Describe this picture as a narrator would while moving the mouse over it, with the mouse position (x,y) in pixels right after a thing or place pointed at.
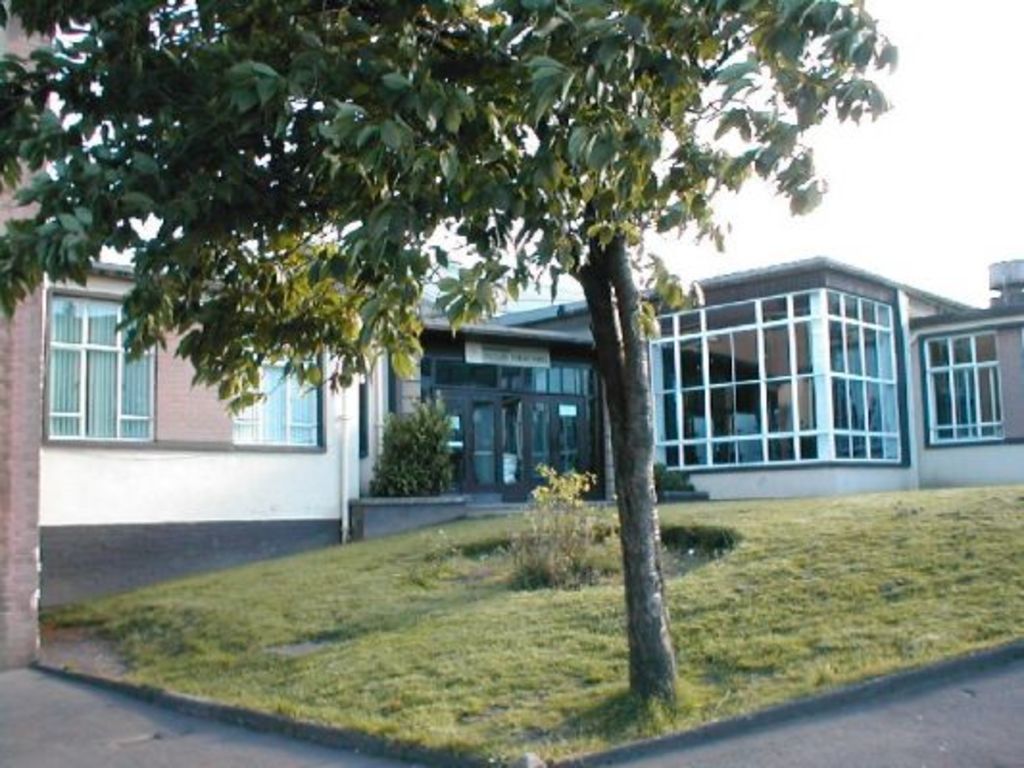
In this image in the foreground (550,126) there is one tree (476,190), and at the bottom (426,579) there is grass (686,642) and pavement (818,733). And in the background (852,373) there are some houses (340,396) plants (565,498), flower pot (386,504), at the top (823,141) there is sky (921,176).
